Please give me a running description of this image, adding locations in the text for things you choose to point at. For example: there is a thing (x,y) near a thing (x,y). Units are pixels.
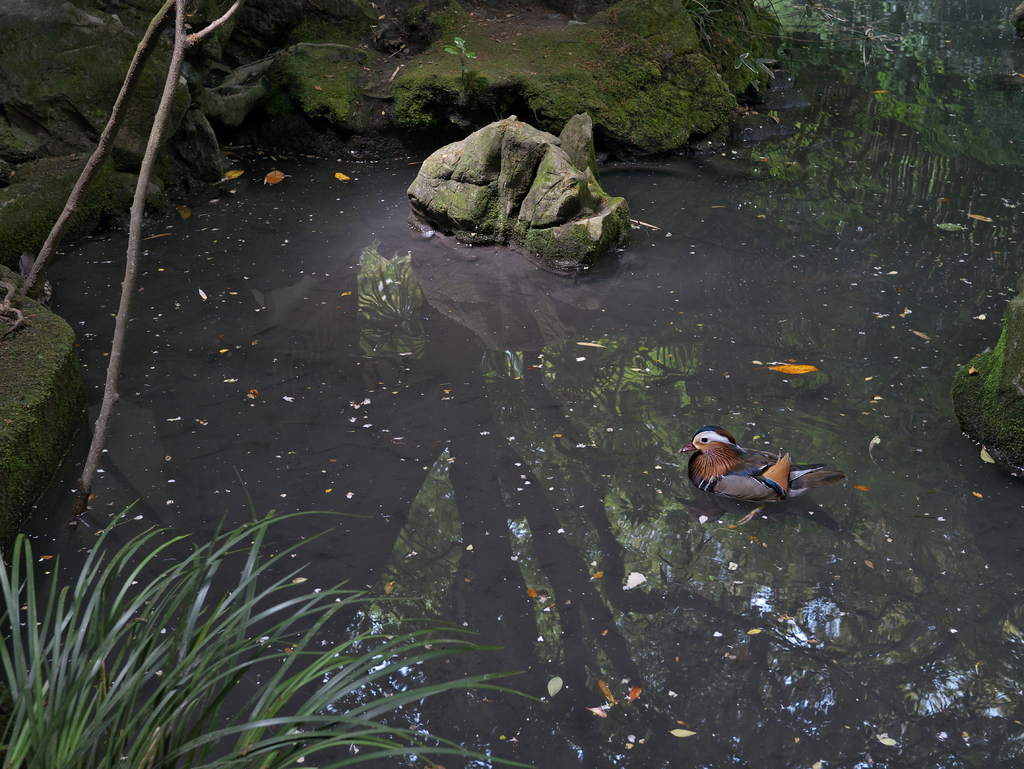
In this picture, we can see a bird (795,470) in water (730,510), and we can see some dry leaves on water (396,308), we can see rock (164,65), and wooden object (132,273) in top left corner (150,158).
